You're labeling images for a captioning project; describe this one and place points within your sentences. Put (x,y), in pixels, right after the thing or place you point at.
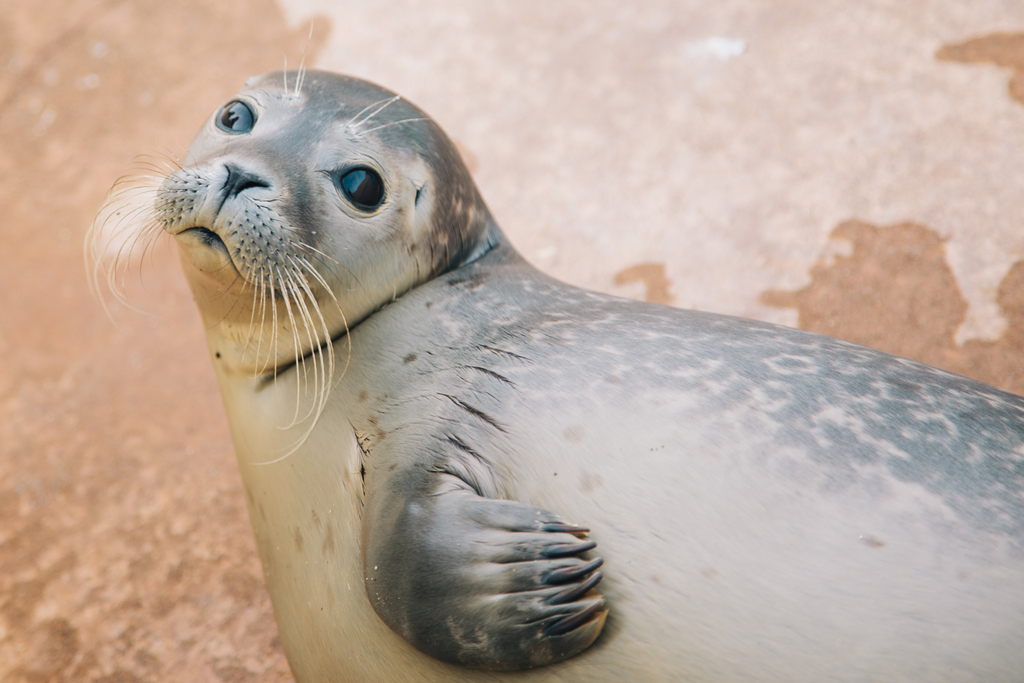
In this image I can see the seal (379,230) on the ground (55,448).
